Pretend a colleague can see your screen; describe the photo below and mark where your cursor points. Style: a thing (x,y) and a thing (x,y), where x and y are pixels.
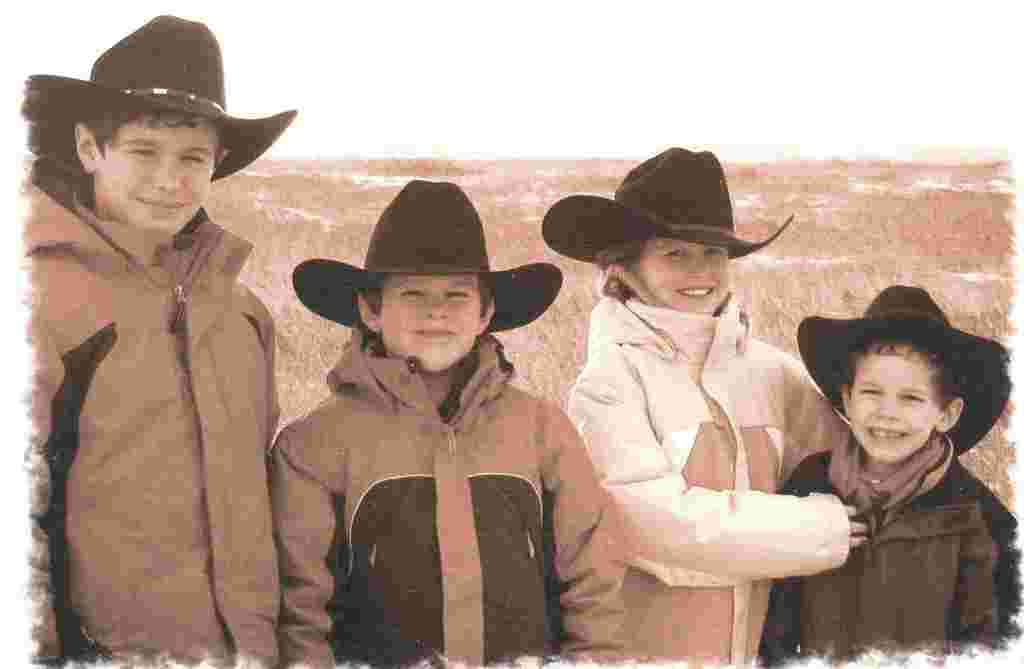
In this image there are kids (566,489) standing on the grassland (499,337). They are wearing jackets (616,485) and hats (885,307). Top of the image (499,108) there is sky (549,59).
